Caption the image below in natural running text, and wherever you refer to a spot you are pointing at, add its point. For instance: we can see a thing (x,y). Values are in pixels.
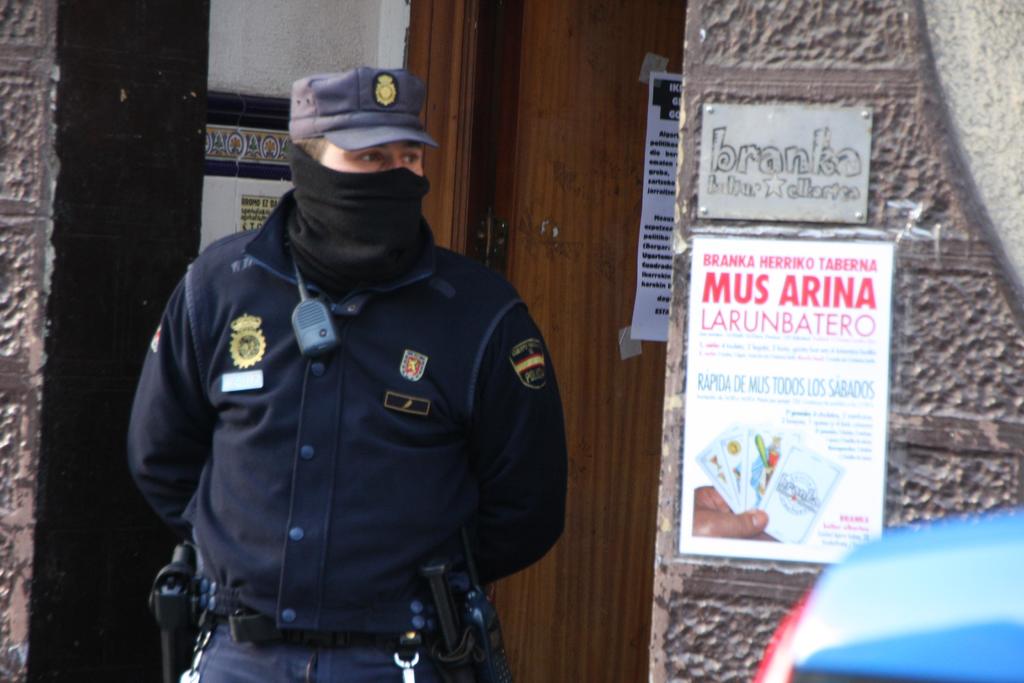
This picture seems to be clicked outside. On the right corner (960,529) there is a blue color object (845,584). In the center (375,305) there is a person (360,521) wearing blue color shirt (370,353), cap (322,104) and standing on the ground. On the right (788,128) there are some posters (815,275) hanging on the wall (954,186). In the background (641,139) we can see a building (159,128), wall (114,122) and a wooden door (562,265) and some posters (661,190).
